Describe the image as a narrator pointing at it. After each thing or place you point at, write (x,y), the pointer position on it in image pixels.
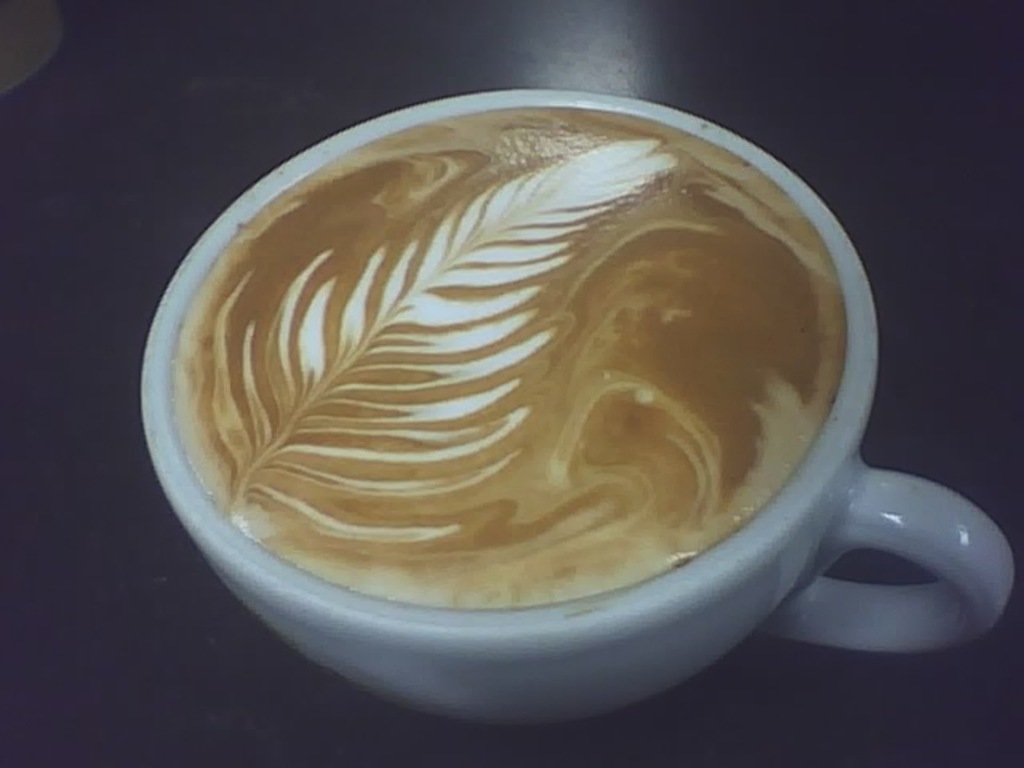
In this picture I can observe coffee (262,264) in a cup (201,265). The cup (654,645) is in white color.
